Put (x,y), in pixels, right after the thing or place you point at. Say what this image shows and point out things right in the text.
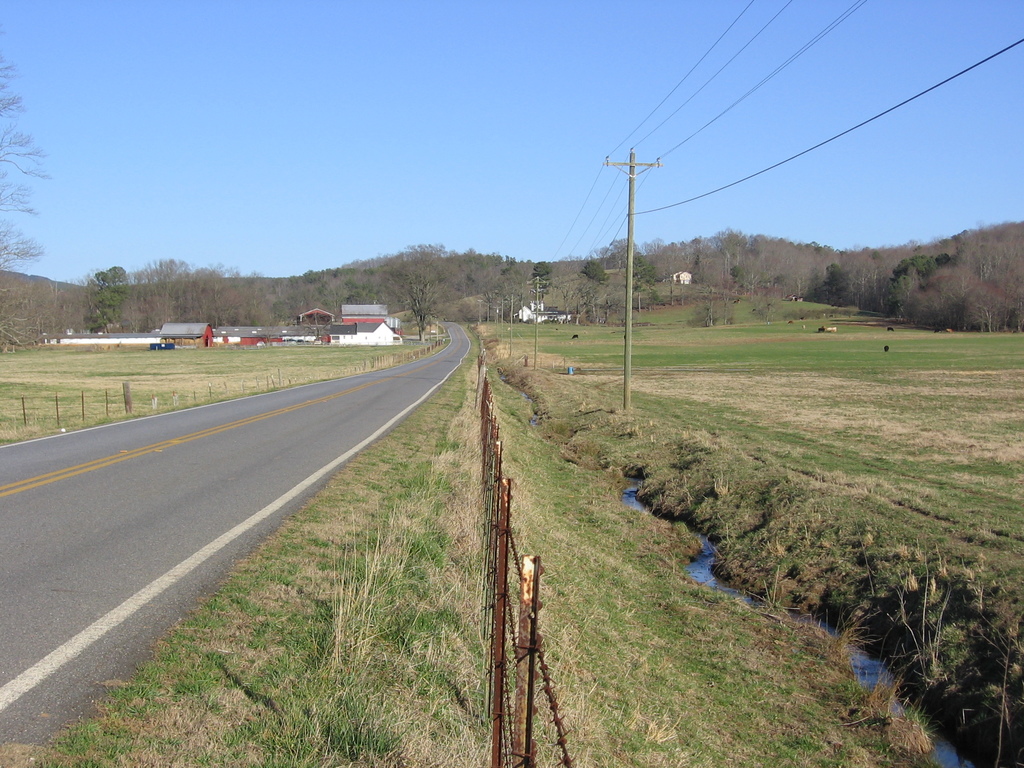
In the foreground of this image (508,588), there is a fencing (528,761), grass land (384,640), road (224,501) and the water (903,706). In the middle (633,281), there is a pole (626,336) and cables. In the background (514,294), there are trees (424,281), poles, buildings (269,334) and the sky (366,134).
